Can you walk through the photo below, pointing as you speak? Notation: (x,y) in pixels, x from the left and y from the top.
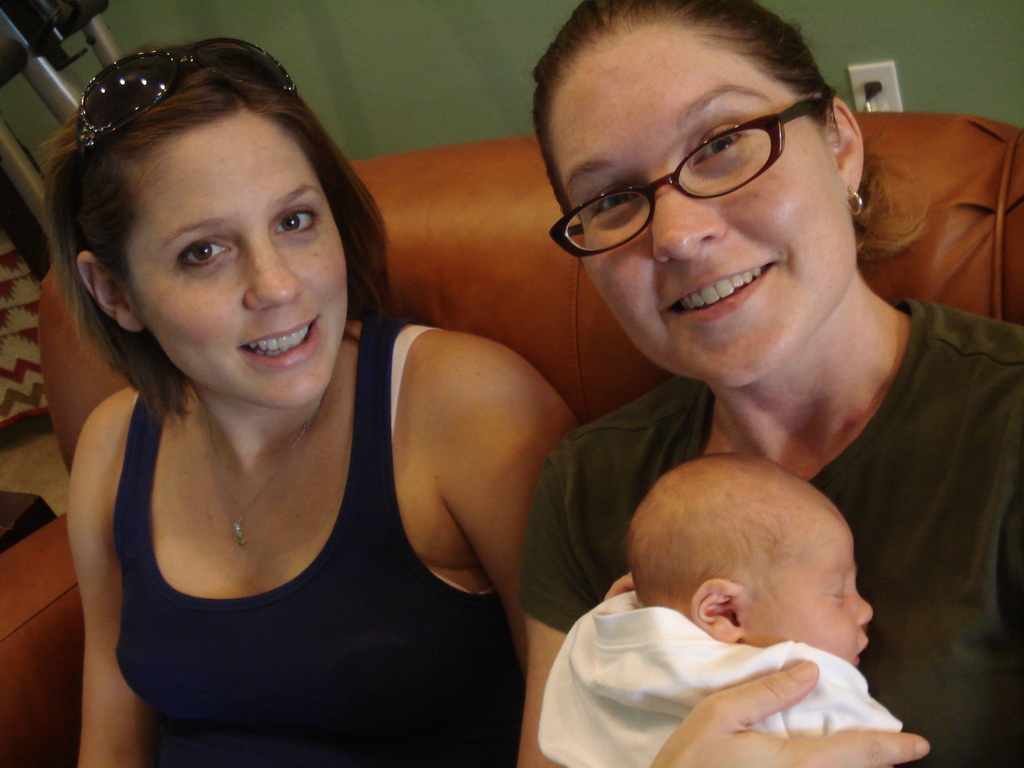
In this image there are two people (83,574) sitting, and one woman (756,339) is wearing spectacles (696,174) and holding a baby (764,555) and there is a couch (988,220). In the background (50,70) there is an object (50,70) and wall (869,21), and there is a switch board (881,76).
